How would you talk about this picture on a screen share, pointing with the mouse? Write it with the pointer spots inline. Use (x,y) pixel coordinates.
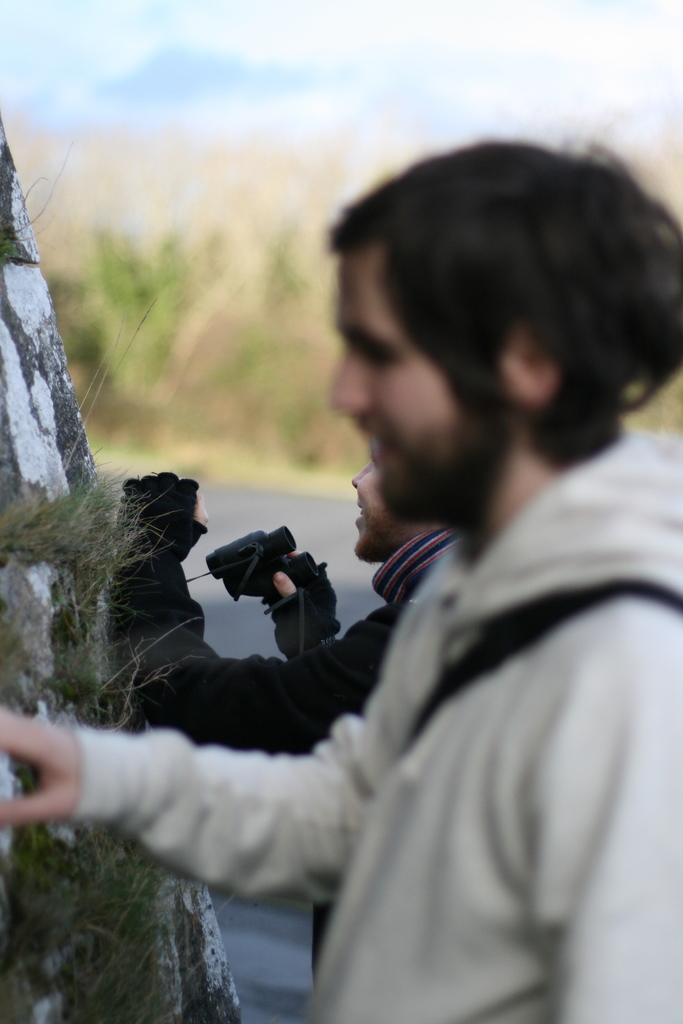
In this image we can see a person (301,885) is keeping hand (55,801) on the rock (11,970) and another person (164,708) is holding binoculars (267,563) in his hand (327,618). In the background (195,418) the image is in a blur.
